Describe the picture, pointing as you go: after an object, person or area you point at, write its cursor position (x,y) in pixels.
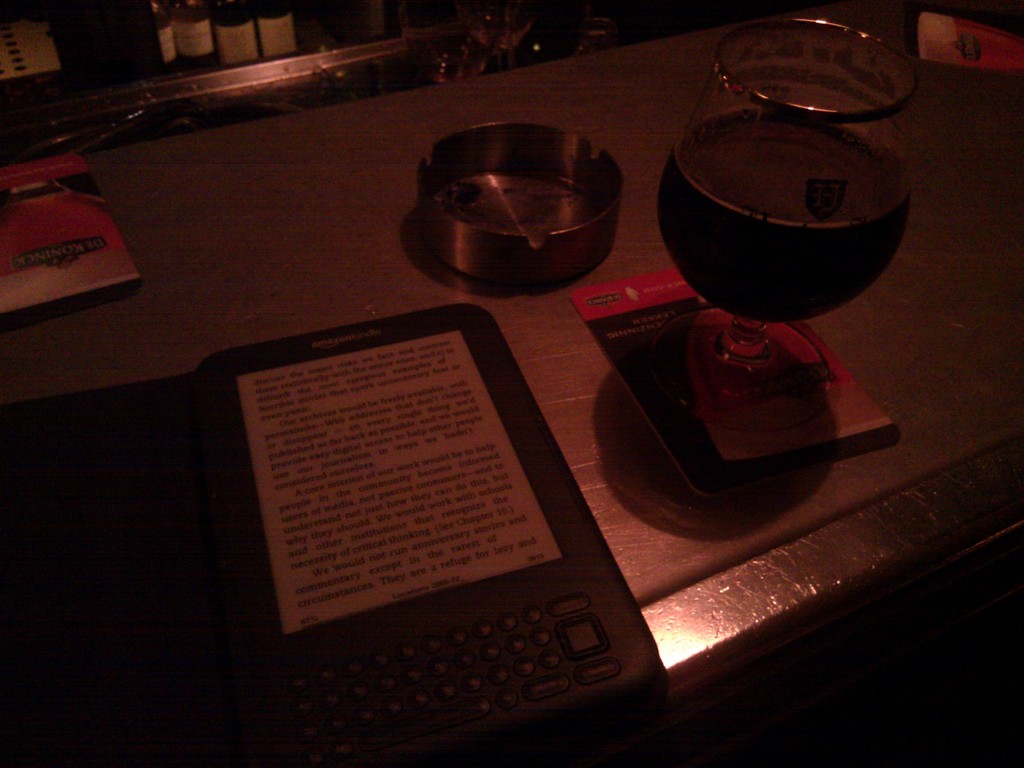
In this image I can see a table (695,558). On a table (687,533) there is a glass (708,249), bowl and an e-reader (397,536).
